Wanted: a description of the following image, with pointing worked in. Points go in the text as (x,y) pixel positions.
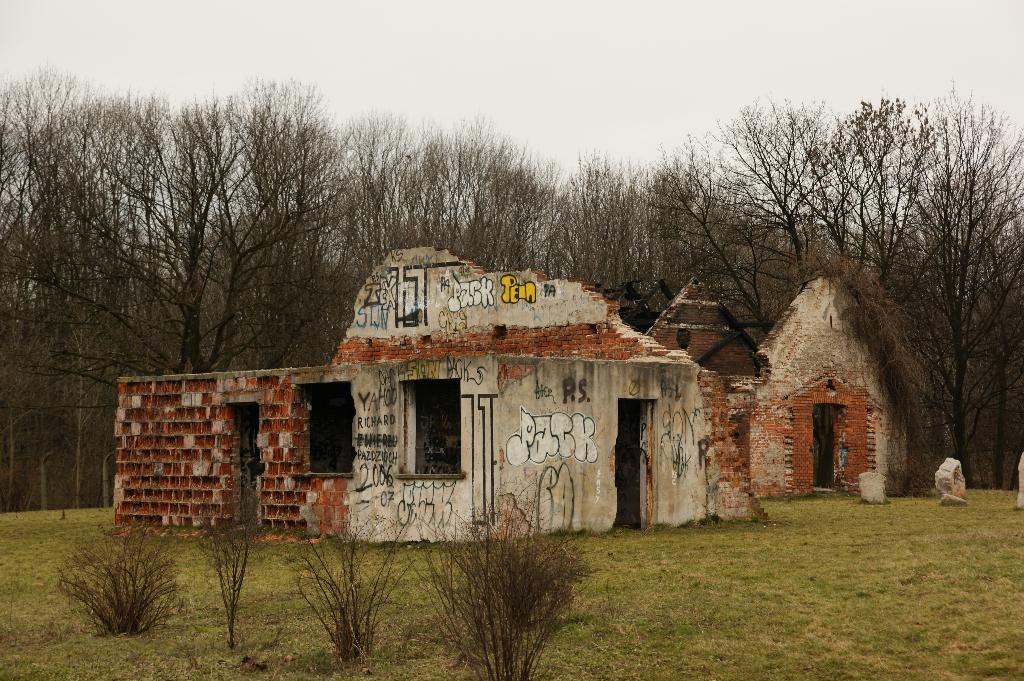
In front of the image there are plants (461,568). At the bottom of the image (786,620) there is grass (862,645) on the surface (826,617). There are buildings (458,406). There is painting (584,437) on the building (456,339). In the background of the image (892,149) there are trees (708,255) and sky (627,73).
